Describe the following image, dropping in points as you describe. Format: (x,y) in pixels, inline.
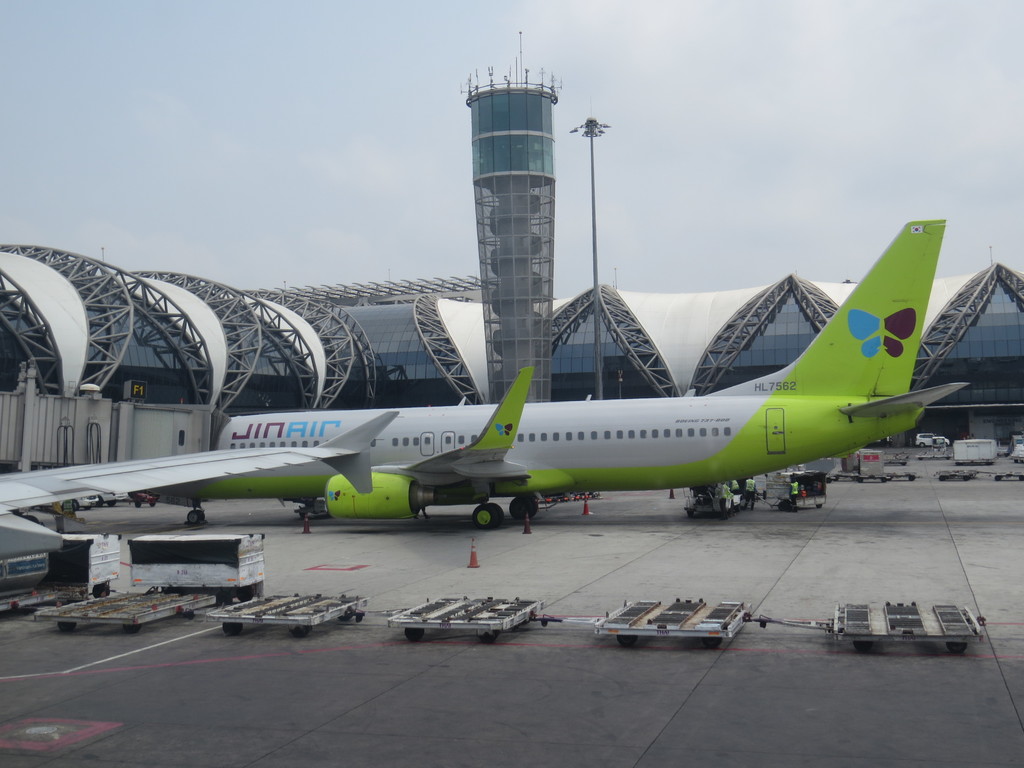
In the picture we can see an airplane (432,463) which is in green and white color is parked, there are some vehicles (707,513), persons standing near the airplane (865,431) and top of the picture (122,168) there is cloudy sky (908,3).
